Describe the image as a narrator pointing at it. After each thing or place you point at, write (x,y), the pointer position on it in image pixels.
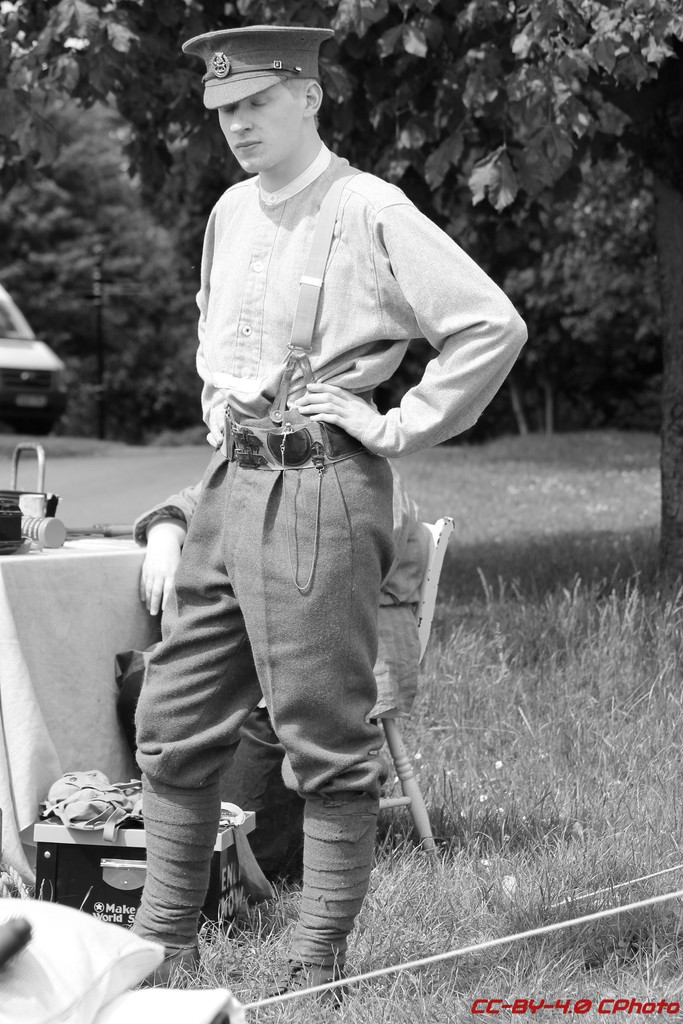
In this image we can see two people (178,546), among them one is standing and wearing a cap (268,74) and the other one is sitting on the chair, there is a table (122,617) covered with a cloth (87,663) and there are some objects (41,528) on it, we can see there are some trees (125,339), grass (91,444), vehicle (48,371), pole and other objects (31,976) on the ground (32,486).
